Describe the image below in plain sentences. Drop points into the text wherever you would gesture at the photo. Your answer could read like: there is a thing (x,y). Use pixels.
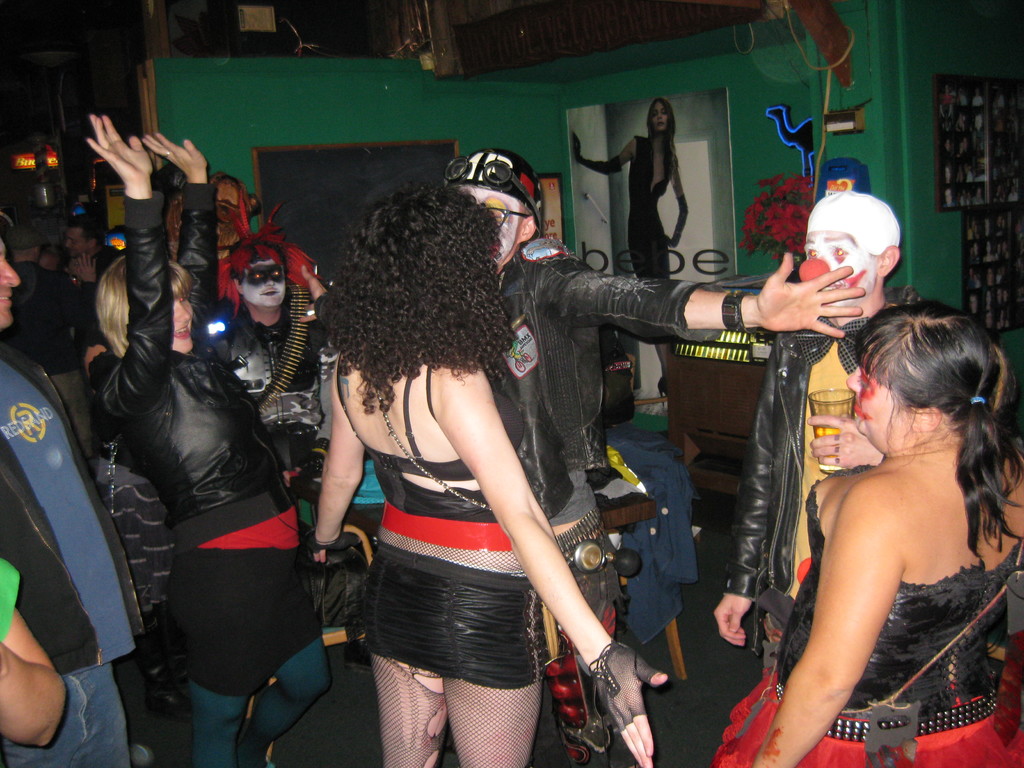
In the picture we can see inside the house (717,553) with some people (923,446) are with a different costumes (65,644) and they are dancing and behind them, we can see a wall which is green in color and on it we can see a poster (659,373) with an image of a woman (661,375) and beside it we can see a photo frame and some flowers (755,244) which are red in color.
